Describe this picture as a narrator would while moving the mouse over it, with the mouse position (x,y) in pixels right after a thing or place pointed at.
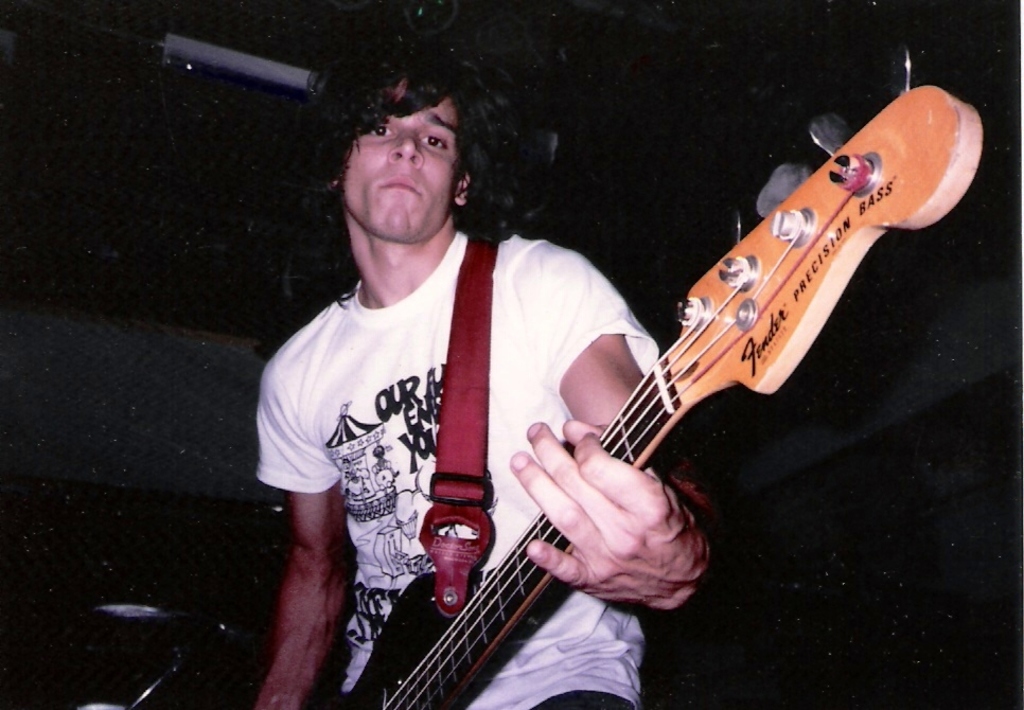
In this image there is a man (422,408) holding a guitar (712,380) and playing it.
